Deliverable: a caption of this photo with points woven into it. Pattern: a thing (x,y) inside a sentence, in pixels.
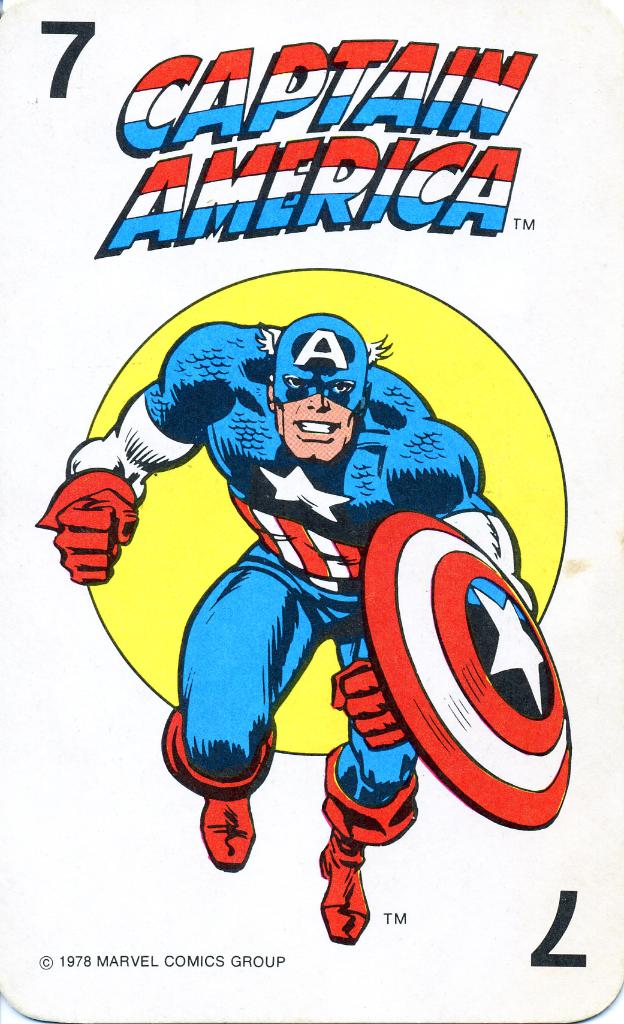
In this image, we can see a picture (443,980), on that picture (508,428) we can see a man (237,342) and CAPTAIN AMERICA is printed on the picture (498,280).
